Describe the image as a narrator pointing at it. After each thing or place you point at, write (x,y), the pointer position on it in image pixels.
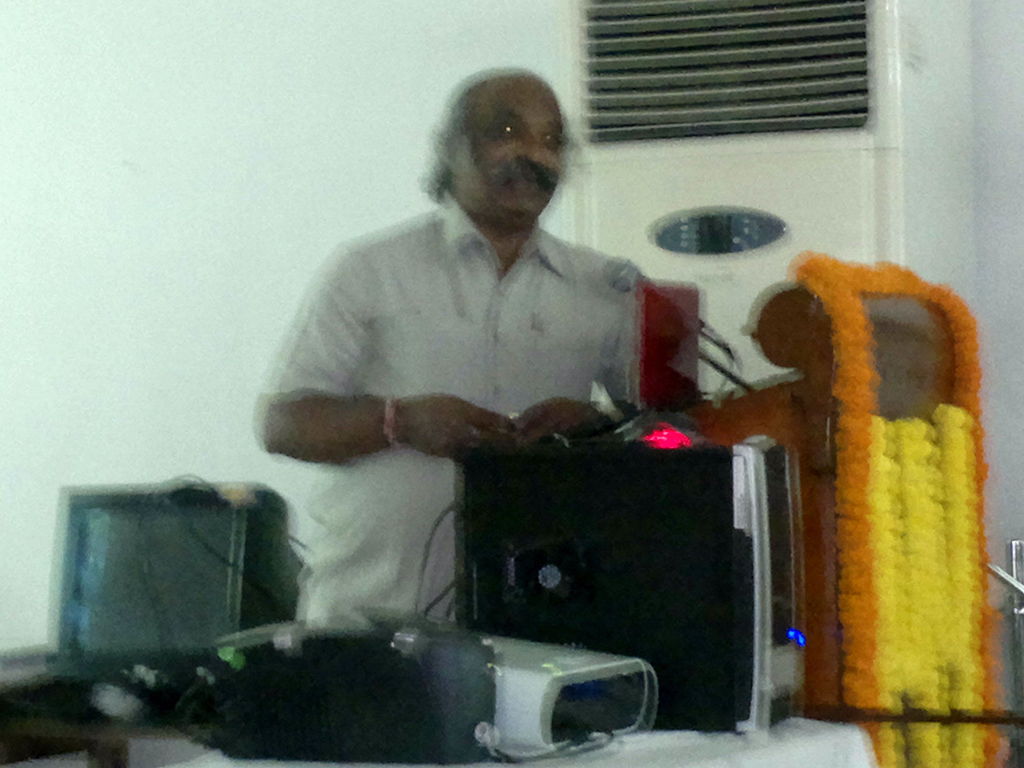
In this image we can see a man (396,408) standing. We can also see two CPUs (604,549) and some devices (185,600) on the table (720,761). Image also consists of a podium (807,473) with the mike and the podium (825,431) is decorated with the flowers (969,480). We can also see the wall (334,177) and also a cooler (753,250).
